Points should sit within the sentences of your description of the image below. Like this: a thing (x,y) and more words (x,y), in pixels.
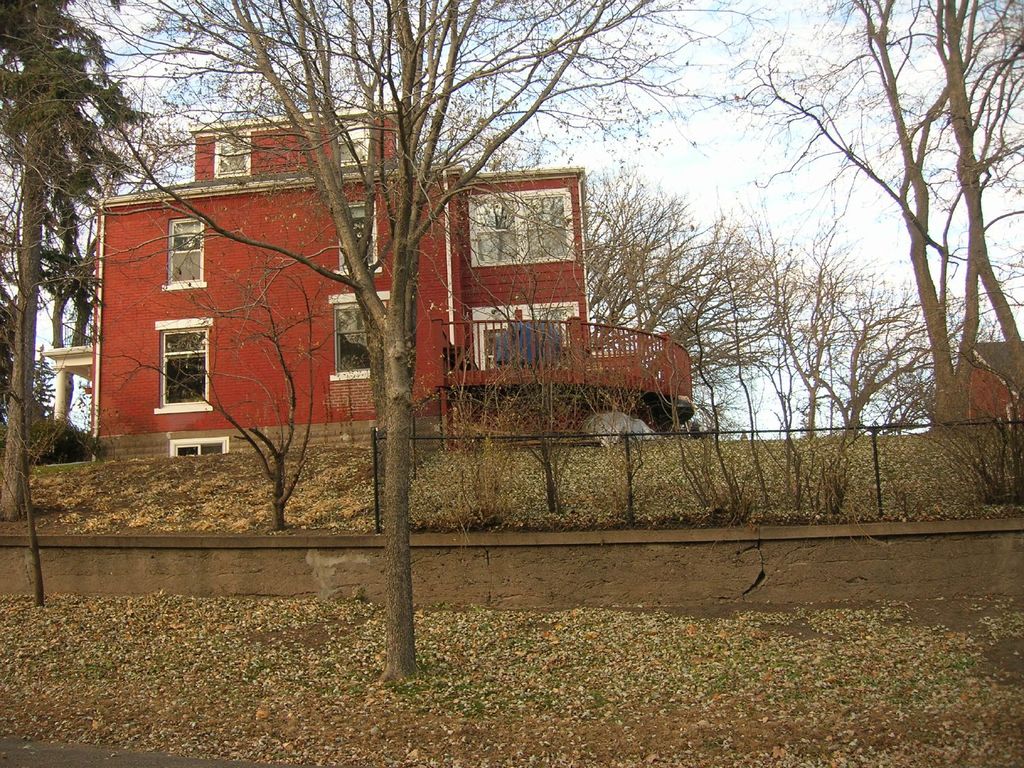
In this picture we can see there is a building (291,337). In front of the building (314,217), there is the fencing (613,435). On the left (321,270) and right side of the image (833,126), there are trees (265,243). Behind the building (309,237), there is the sky (644,162).
